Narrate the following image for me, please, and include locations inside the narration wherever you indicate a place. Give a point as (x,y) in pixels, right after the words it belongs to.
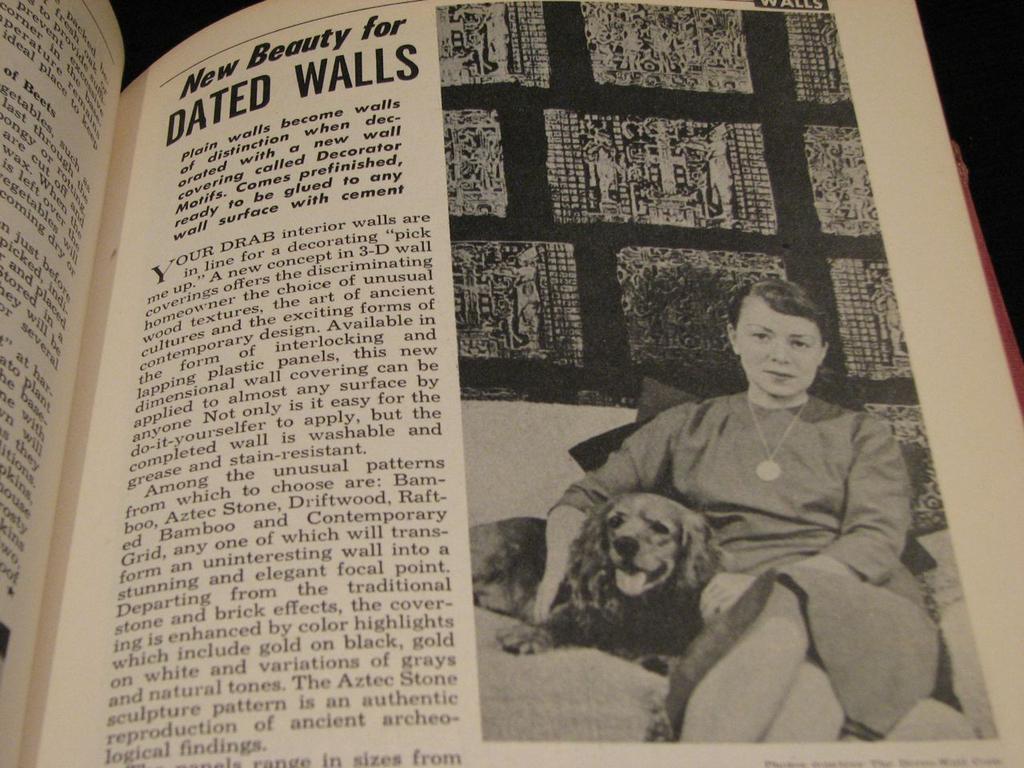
In this picture there is a book (595,501). Letters (228,373) and photo (520,274) is printed on it. In the photo (714,425) there is a woman (825,352) sitting on a sofa (550,484) and holding a dog (520,641) besides her.
